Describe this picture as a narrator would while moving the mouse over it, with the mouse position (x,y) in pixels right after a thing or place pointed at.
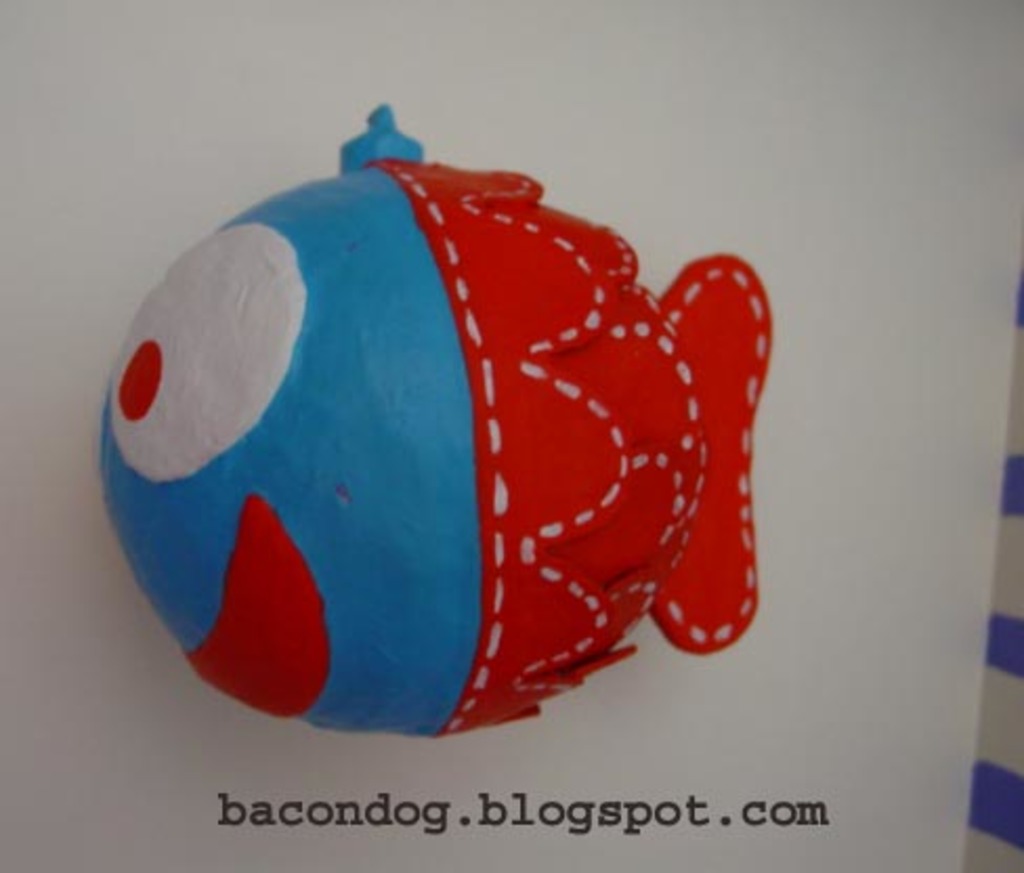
In this it is in the shape of fish (456,420) in blue and red color, at the bottom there is the website name (337,819).
